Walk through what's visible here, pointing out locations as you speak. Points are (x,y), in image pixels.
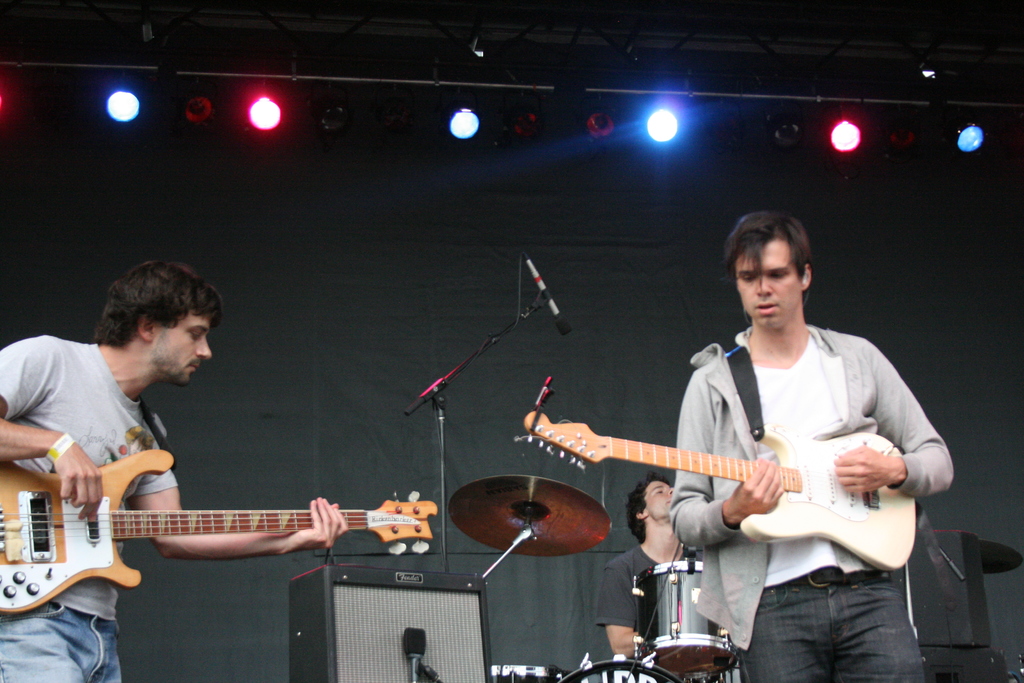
There are two people (756,634) standing and playing guitars (867,522) and we can see microphone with stand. Background (636,567) there is a man (652,564) sitting and we can see musical instrument (678,599) and we can see lights (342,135).
